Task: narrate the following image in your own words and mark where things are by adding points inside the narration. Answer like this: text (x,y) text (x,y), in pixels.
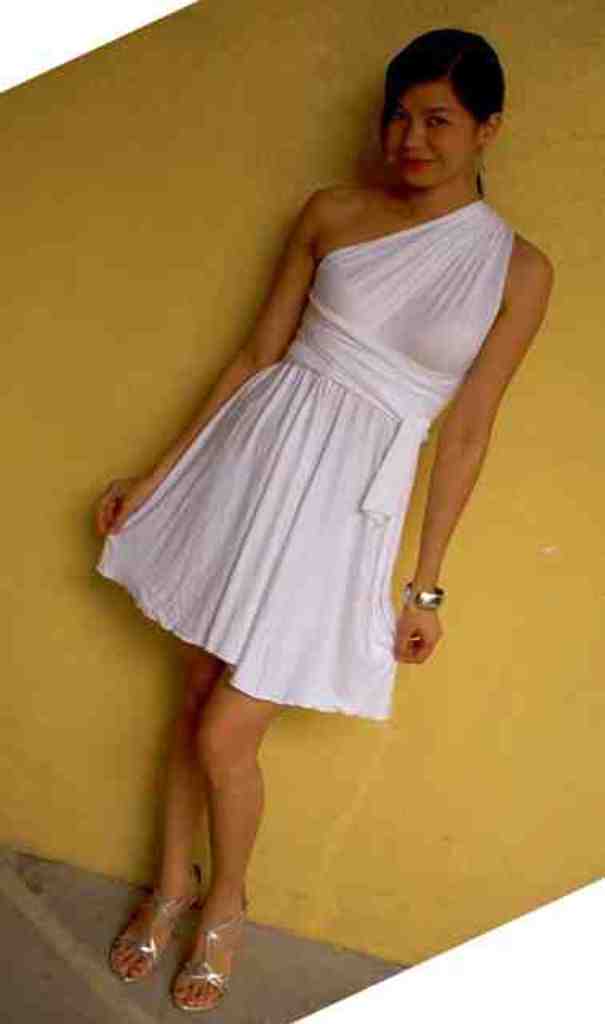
In this image I can see a woman (333,468) wearing white color dress (306,466), standing on the floor (277,969) leaning to the wall (264,285), smiling and giving pose for the picture.
